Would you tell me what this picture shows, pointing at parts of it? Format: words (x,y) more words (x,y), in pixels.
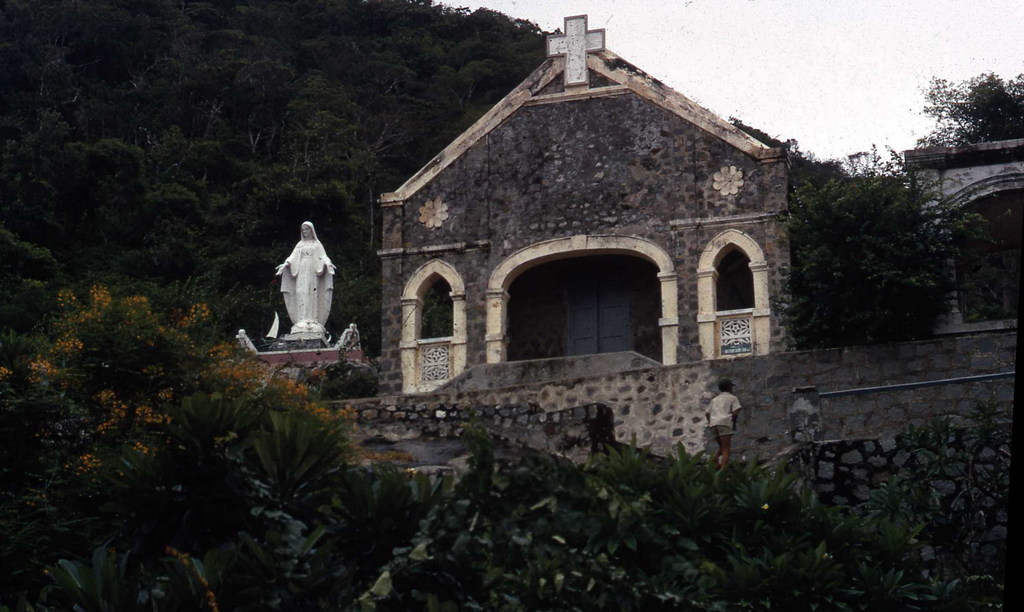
In this image we can see a church (530,180), at the top (557,51) we can see a cross symbol (562,49), beside the church (432,349) we can see a sculpture (322,276), there are some trees (223,194), plants (111,336), flowers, wall (684,436) and person (721,469), also we can see the sky (836,126).
